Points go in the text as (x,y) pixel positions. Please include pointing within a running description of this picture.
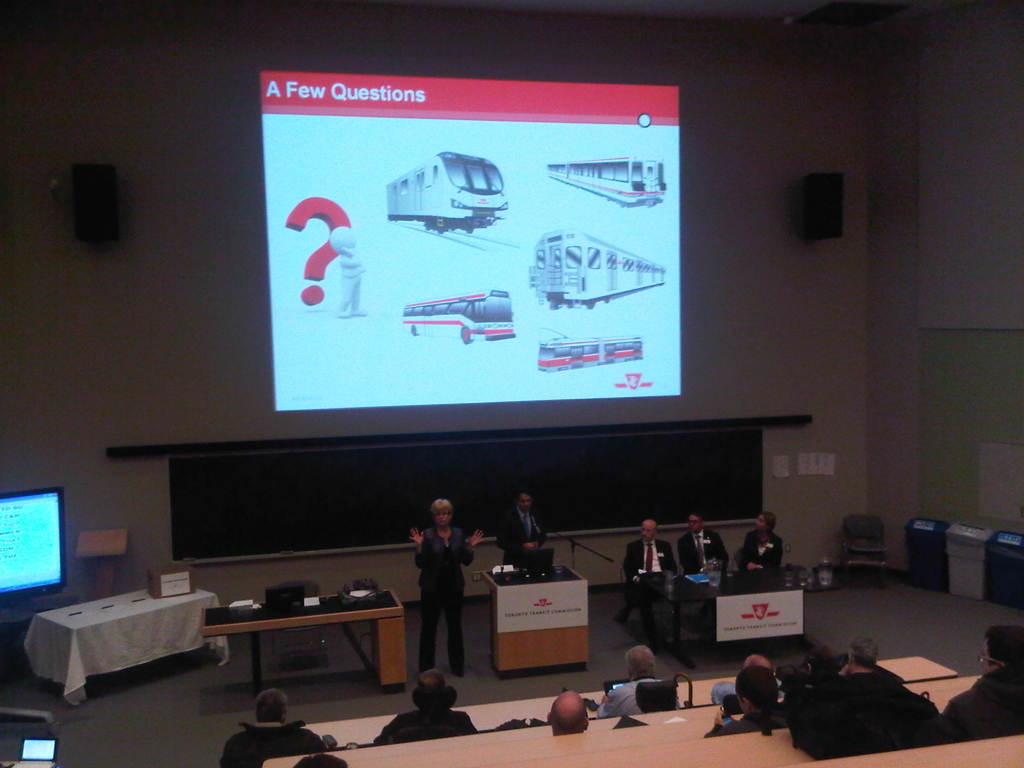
In this image there are group of audience (740,719) sitting, there is a laptop (30,750) towards the left of the image, there are objects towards the left of the image (176,583), there are two persons (448,582) standing on the stage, there are three persons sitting on the stage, there are tables (352,611), there are objects (284,609) on the table (291,620), there is a screen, there are vehicles (507,329), text (375,96), a person (345,278) is displayed on the screen (479,275), there are two speakers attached to the wall (717,90).
